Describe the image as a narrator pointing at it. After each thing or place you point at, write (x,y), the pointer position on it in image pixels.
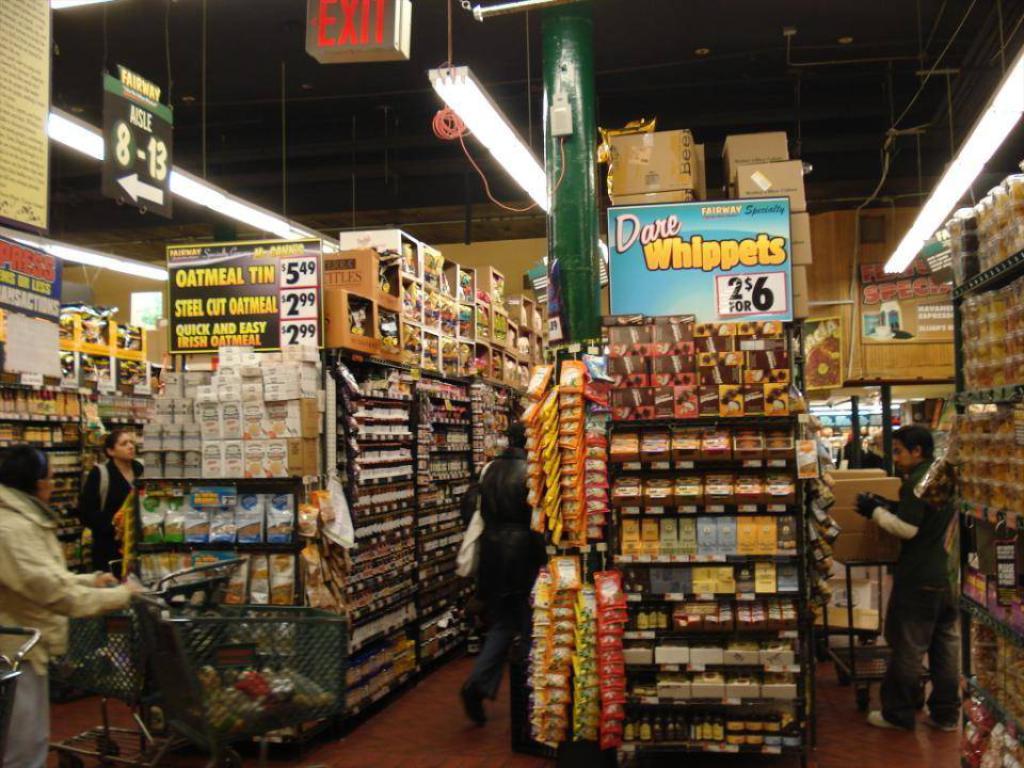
In this image there are few persons (515,513) in the shop (487,394), there are many items (458,440) in the shelves (324,440), a few lights (990,124) and boards (216,327) hanging from the roof (238,147).
